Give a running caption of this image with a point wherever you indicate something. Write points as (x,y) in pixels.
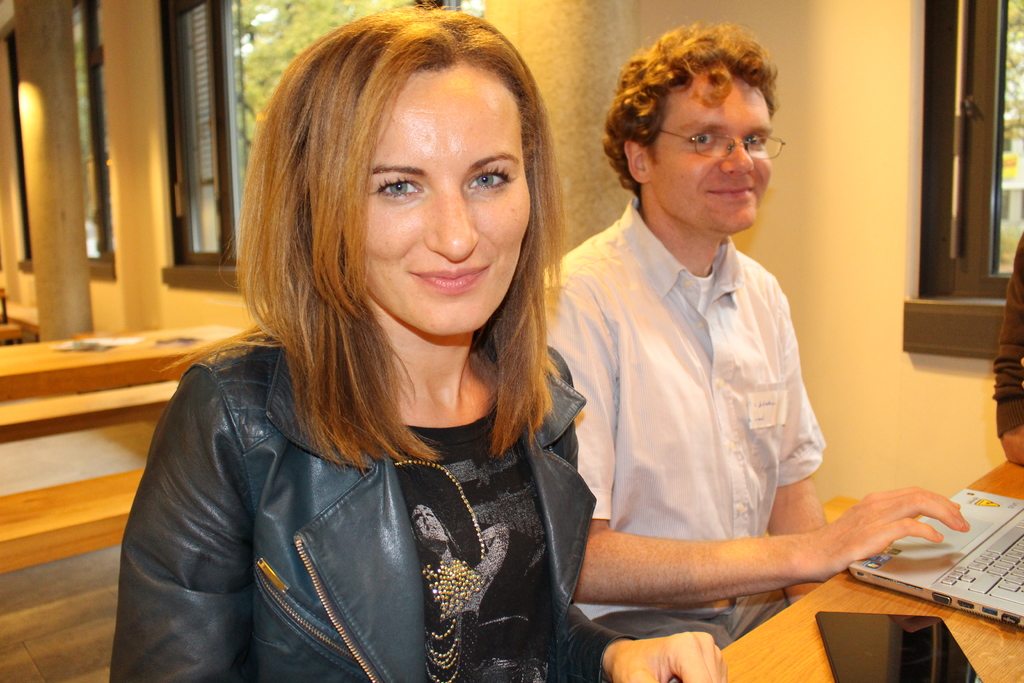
In the picture we can see a man (771,545) and a woman (313,129) sitting on the bench (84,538) near the desk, on the desk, we can see a laptop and a mobile phone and in the background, we can see a wall (864,153) with a window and from it we can see a tree (252,147).
